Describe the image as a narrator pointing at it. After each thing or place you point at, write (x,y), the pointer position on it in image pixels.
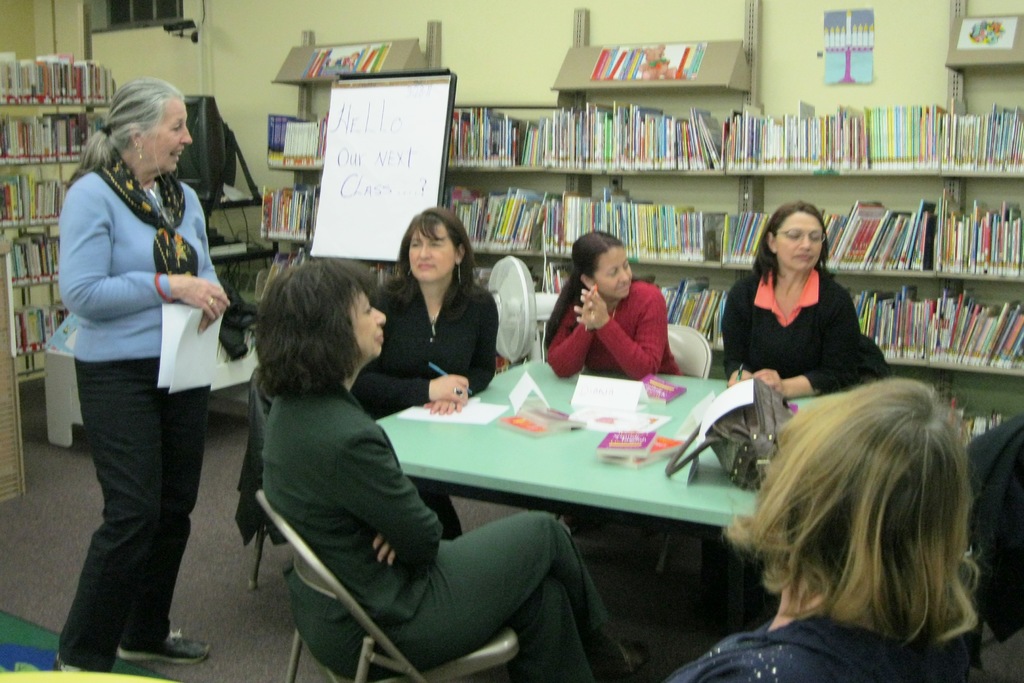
In this picture we can see a group of women (601,649) sitting on chairs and a woman (144,125) standing on the floor (27,542) and in front of them on the table (569,398) we can see books (620,459), papers (589,421), bag (767,399) and in the background (356,117) we can see a board (388,97), books (23,102) in racks (5,109).
